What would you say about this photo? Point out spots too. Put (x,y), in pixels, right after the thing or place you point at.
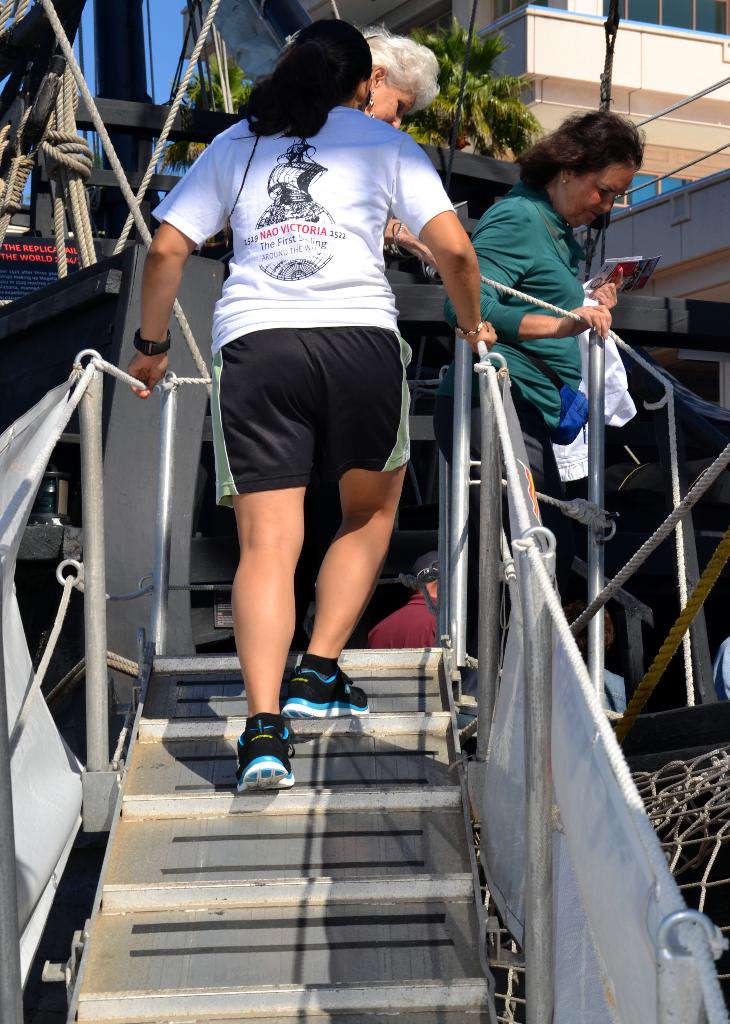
In this picture there is a woman (175,237) in the center of the image (293,568) and there are other people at the top side of the image (484,288), there are buildings (633,121) at the top side of the image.
